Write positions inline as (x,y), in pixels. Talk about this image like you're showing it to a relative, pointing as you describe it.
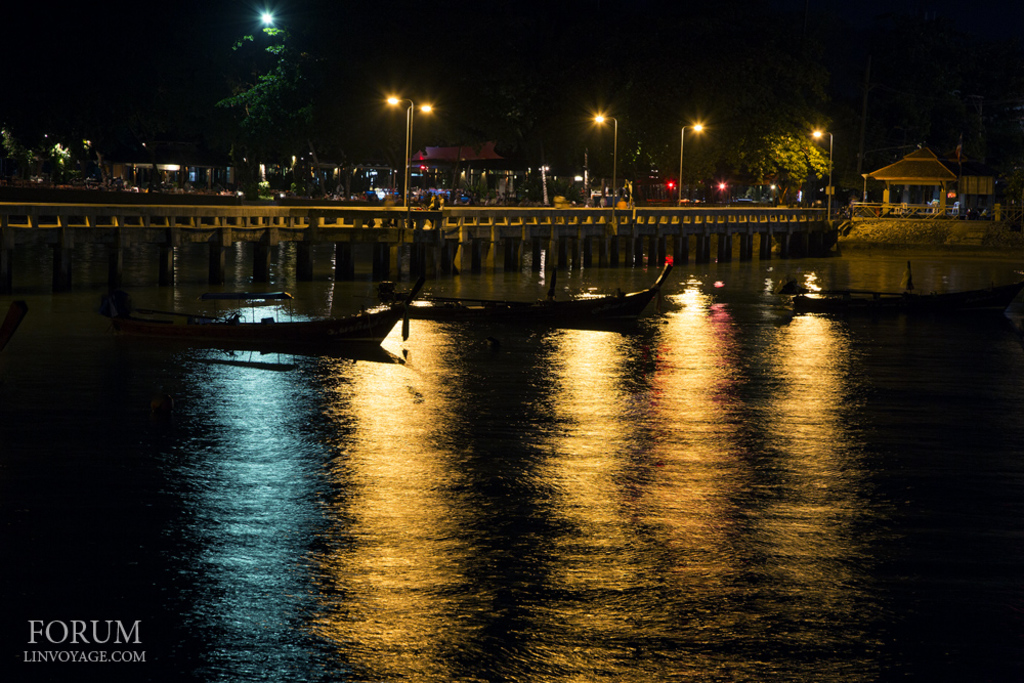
In this picture, there is a river (573,428). On the river (681,500), there are some boats (407,295). In the center (384,257), there is a bridge (609,226) with poles (395,262). In the background (201,171), there are buildings (964,191), trees (734,154) and a sky (539,14).
